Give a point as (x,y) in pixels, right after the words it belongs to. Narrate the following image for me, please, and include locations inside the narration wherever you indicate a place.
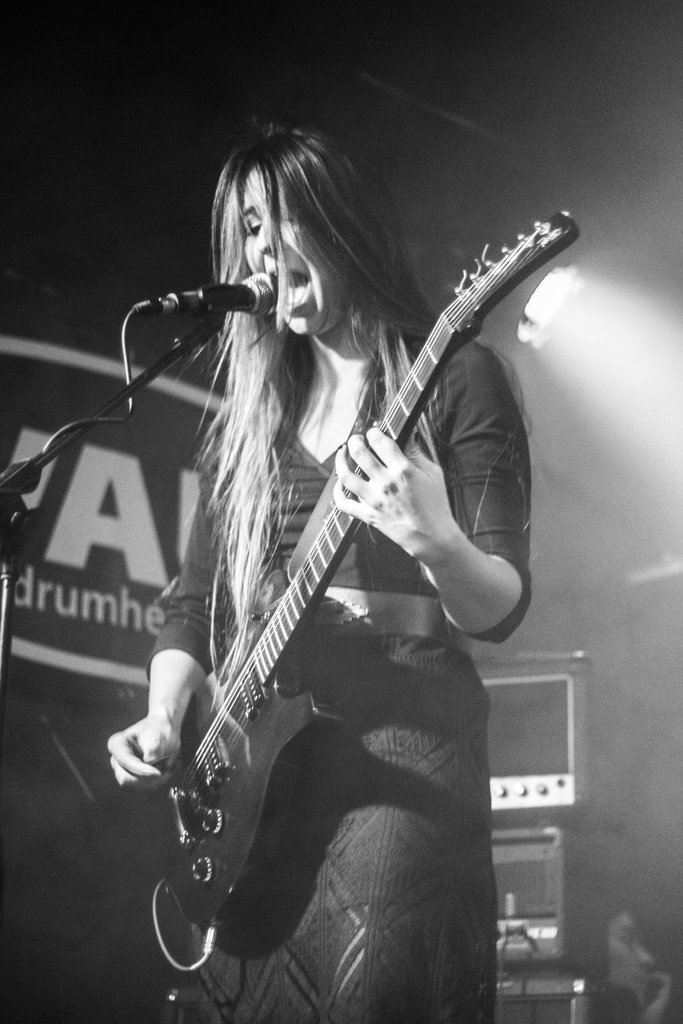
In this image there is a woman (337,680) standing and playing a guitar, singing a song in the microphone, in the back ground (510,1021) there is a speaker (500,764) and light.
